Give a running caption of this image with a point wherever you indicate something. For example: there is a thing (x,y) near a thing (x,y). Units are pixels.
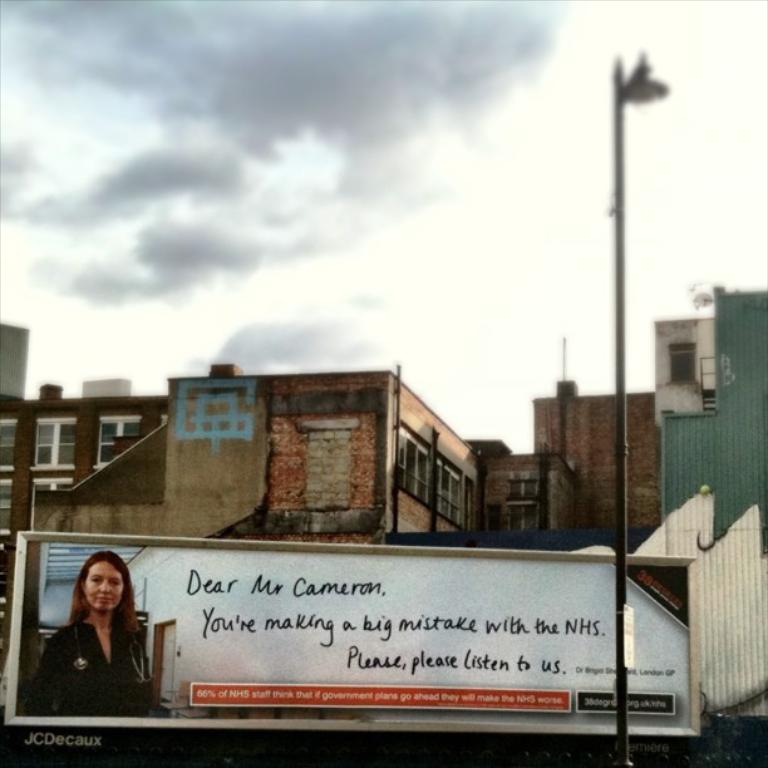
In this image in the front (399,613) there is a board (376,633) with some text (423,631) and image (127,679) on it and there is a pole (623,542). In the background (431,454) there are buildings (288,438) and the sky (254,181) is cloudy.
